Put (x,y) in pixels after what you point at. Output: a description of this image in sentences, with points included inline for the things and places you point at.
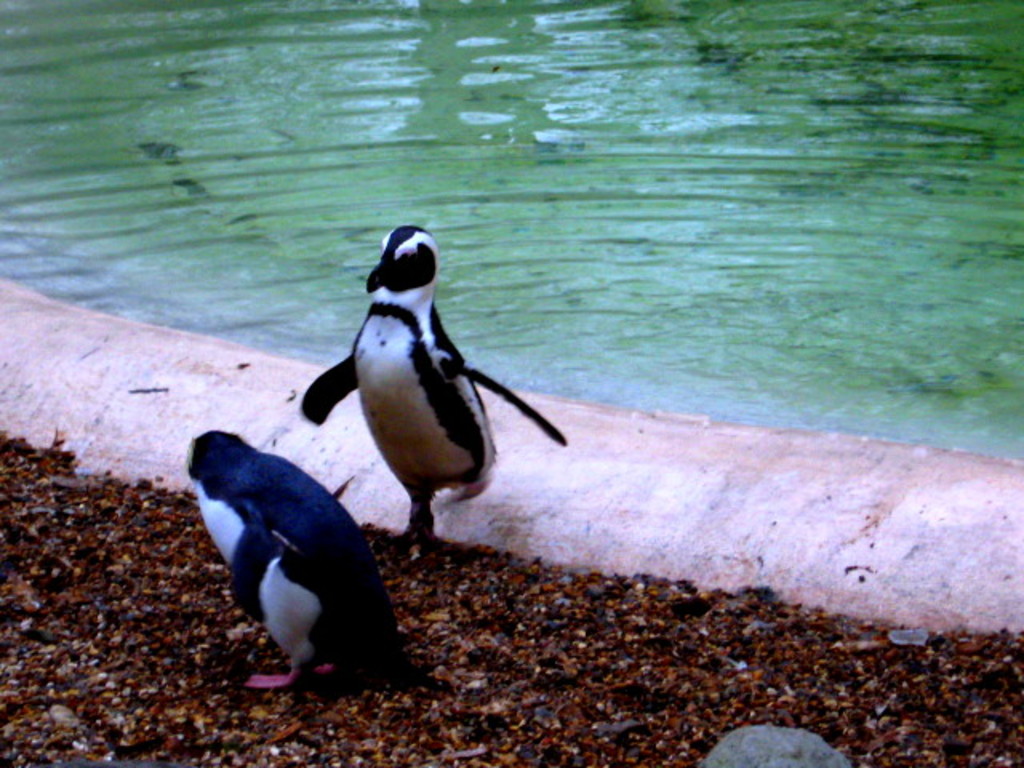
Here in this picture we can see couple of penguins (359,333) present on the ground (195,498) and behind it we can see water (341,337) present and we can also see concrete area (1011,466).
